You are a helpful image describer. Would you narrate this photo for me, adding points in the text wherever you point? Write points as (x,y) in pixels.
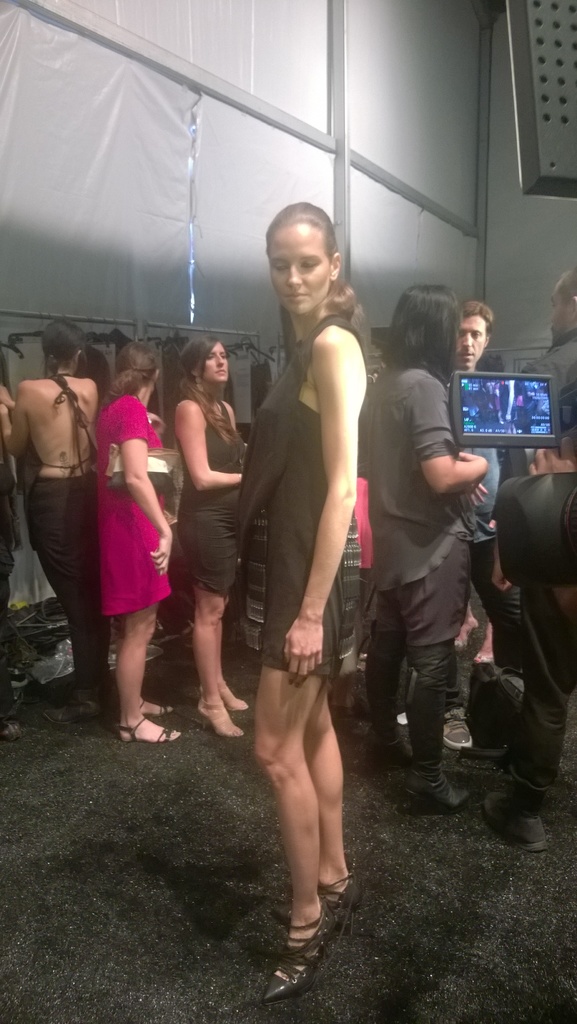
In this image there are a group of people (267,533) who are standing, and on the right side (485,404) there is a screen (523,430) and some object (511,487). At the bottom (153,820) there is floor (366,834), and in the background (261,365) there are some clothes (263,382) and some boards (248,210), wall (470,157) and light (511,61).
